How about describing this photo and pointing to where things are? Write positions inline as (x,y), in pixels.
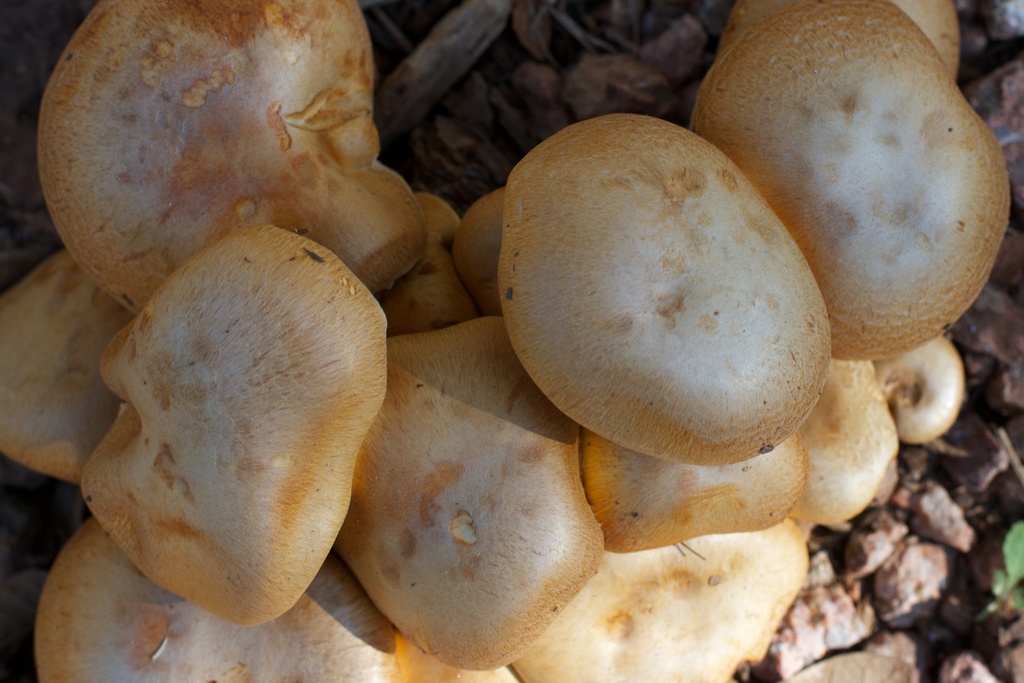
In this image in the foreground (249,338) there are some mushrooms (486,338), and in the background (972,500) there are some stones (926,595) and dry grass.
